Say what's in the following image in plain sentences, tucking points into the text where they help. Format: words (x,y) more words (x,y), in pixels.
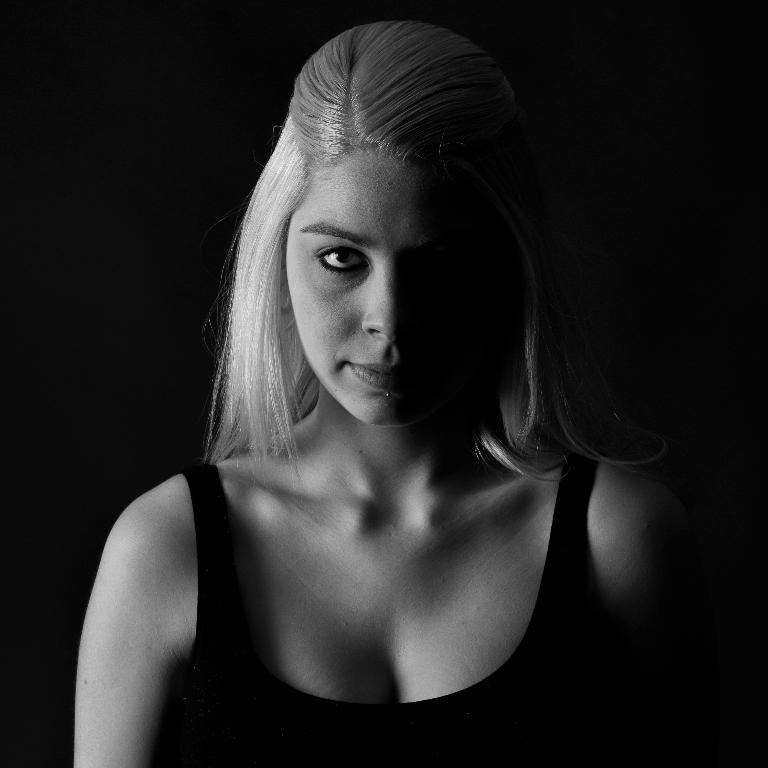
It is a black and white image. In this image, we can see a woman (398,506) is watching. Background (711,72) there is a dark view.
